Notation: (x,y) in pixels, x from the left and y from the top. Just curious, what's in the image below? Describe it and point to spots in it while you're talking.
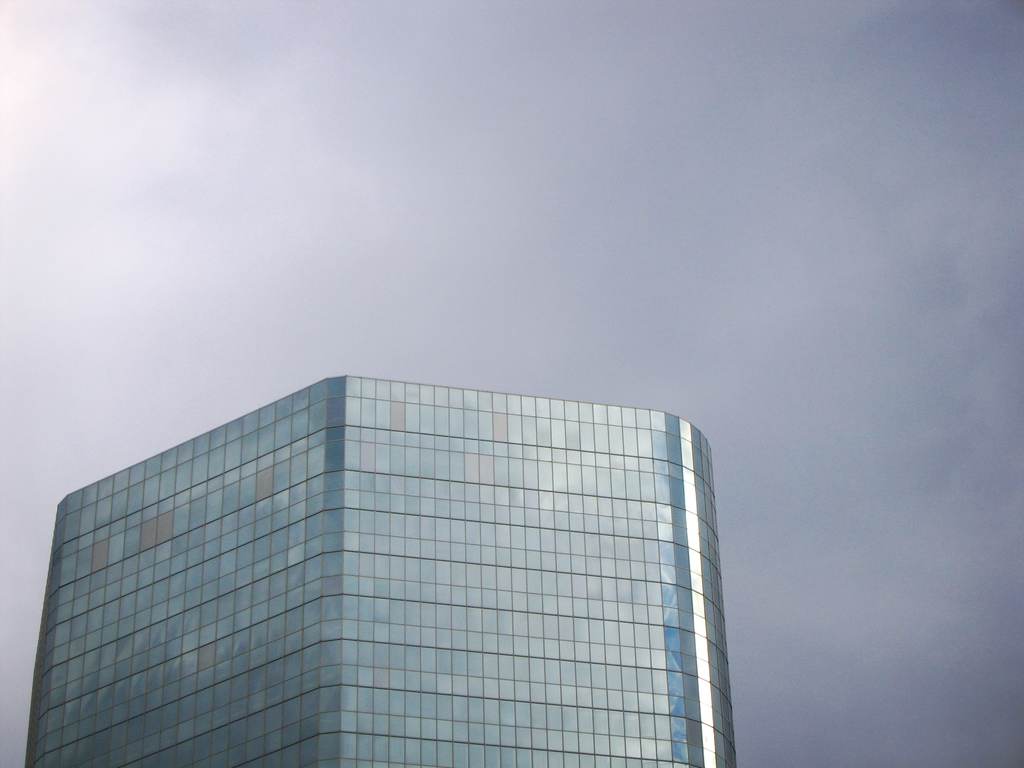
At the bottom of the picture (420,641), we see the building (405,629) which is made up of glass (581,550) and blue panels (412,588). At the top (478,195), we see the sky (684,302).
